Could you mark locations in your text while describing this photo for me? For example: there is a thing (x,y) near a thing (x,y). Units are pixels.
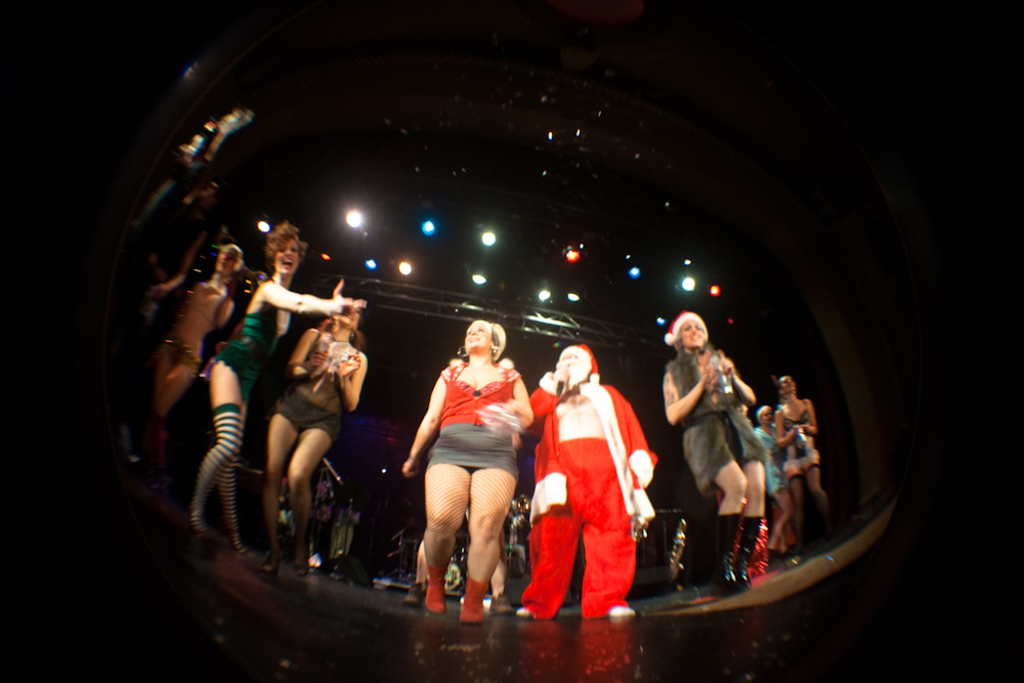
In the picture we can see a stage (765,613) and on it, we can see some women (269,290) are dancing and we can see a person (545,382) in Santa Claus costume (540,429) and behind them, we can see some musical instruments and to the ceiling (520,296) we can see some lights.
